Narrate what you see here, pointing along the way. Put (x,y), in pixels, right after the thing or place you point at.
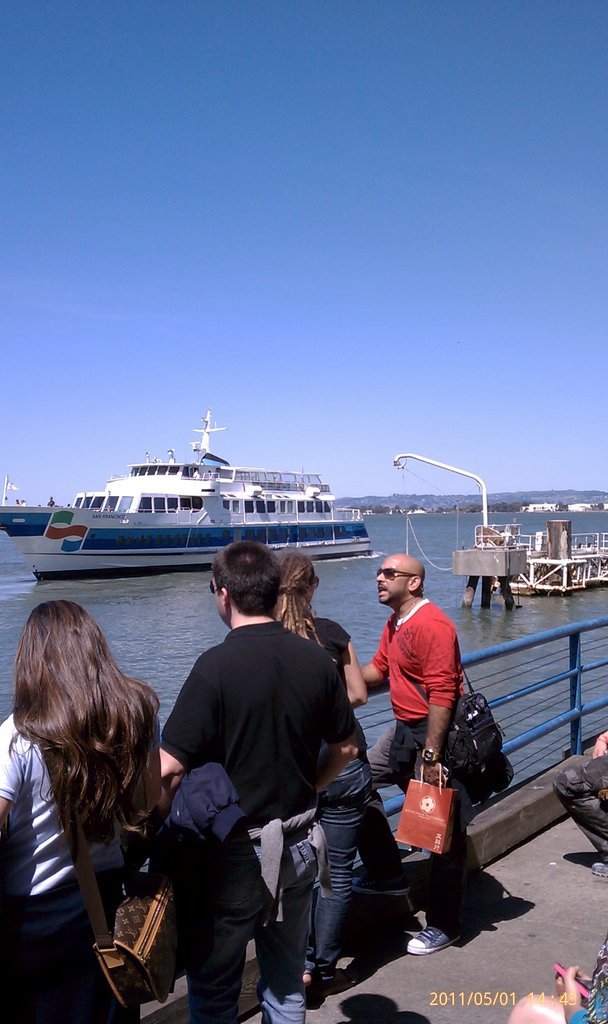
At the bottom of the image (137,921) few people (439,646) are standing and holding some bags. In front of them there is fencing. Behind the fencing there is water (601,594), above the water (596,635) there is a ship (228,476). At the top of the image (358,24) there is sky (288,27).
